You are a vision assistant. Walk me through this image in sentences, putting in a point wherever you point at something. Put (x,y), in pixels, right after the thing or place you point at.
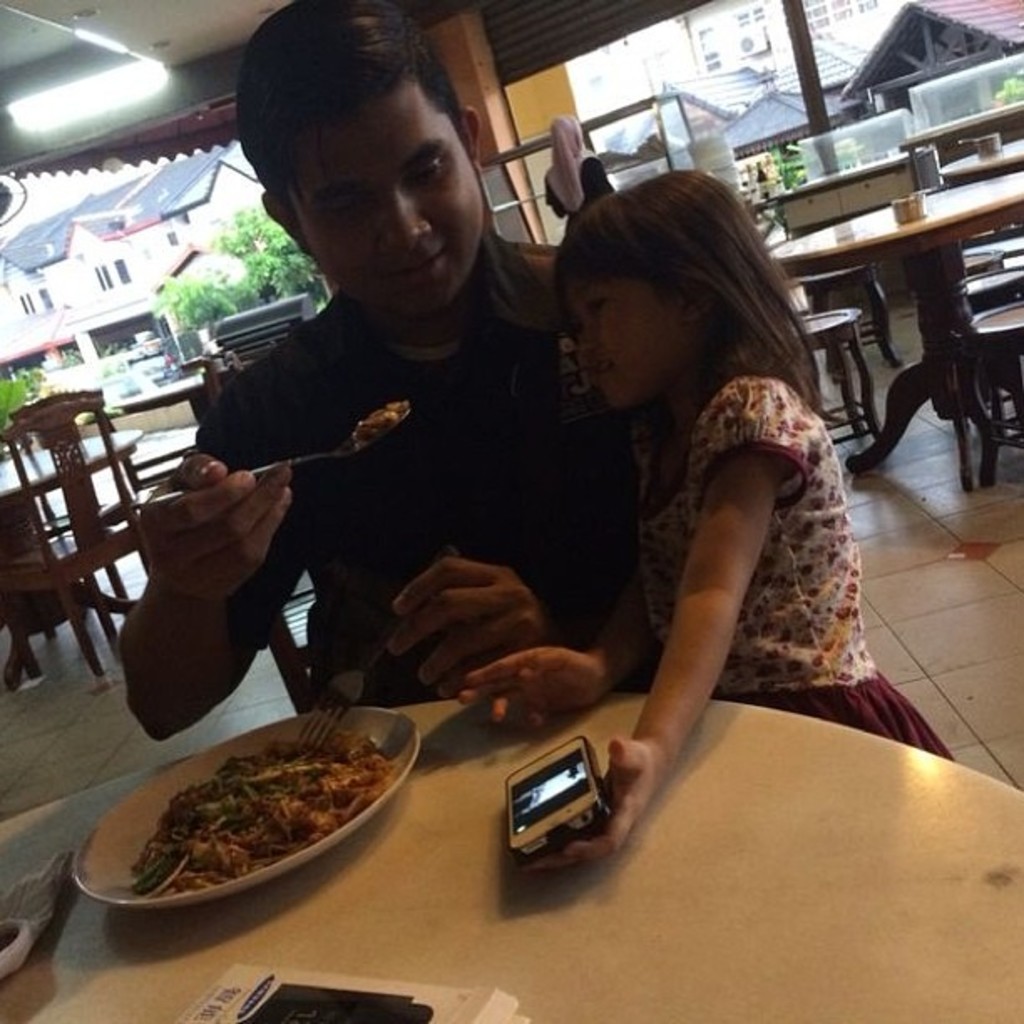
In this image there is a person (504,478) who is holding spoon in his hand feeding food item (366,433) to a kid (640,534) and there is a food item (290,784) on top of the table (688,881) and phone (526,834).
